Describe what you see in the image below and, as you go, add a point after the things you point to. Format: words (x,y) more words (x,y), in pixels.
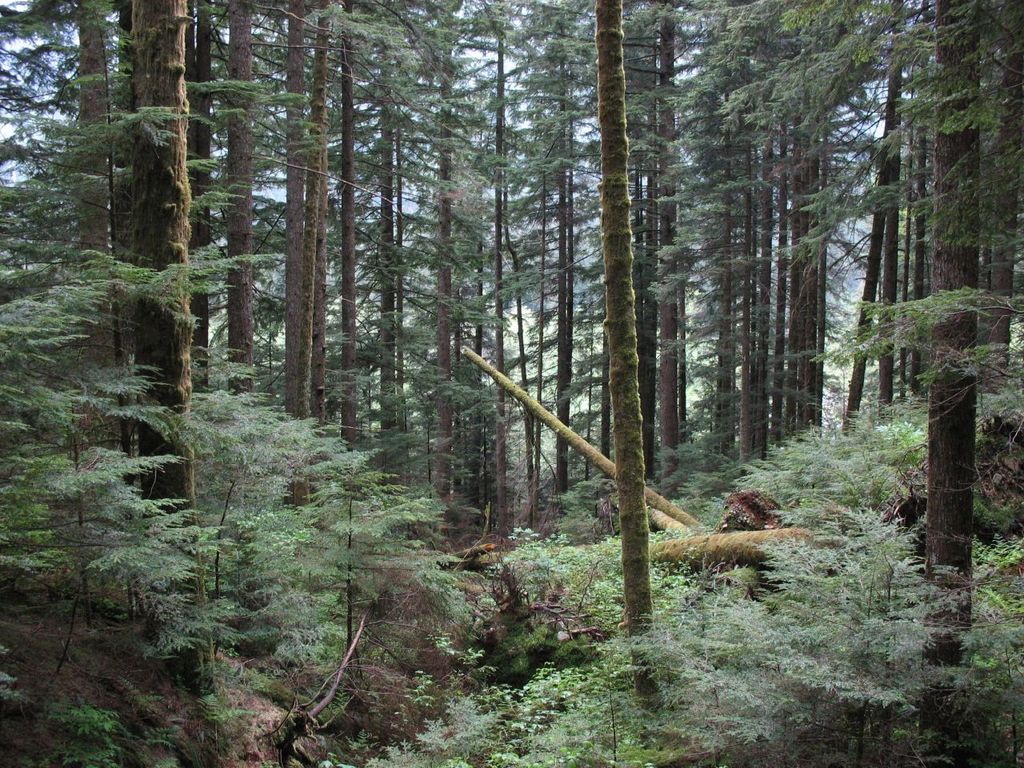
In this picture, Looks like a forest (15,392) filled with numerous trees (723,38) after that i can see few trees (669,507) which are fallen down.
